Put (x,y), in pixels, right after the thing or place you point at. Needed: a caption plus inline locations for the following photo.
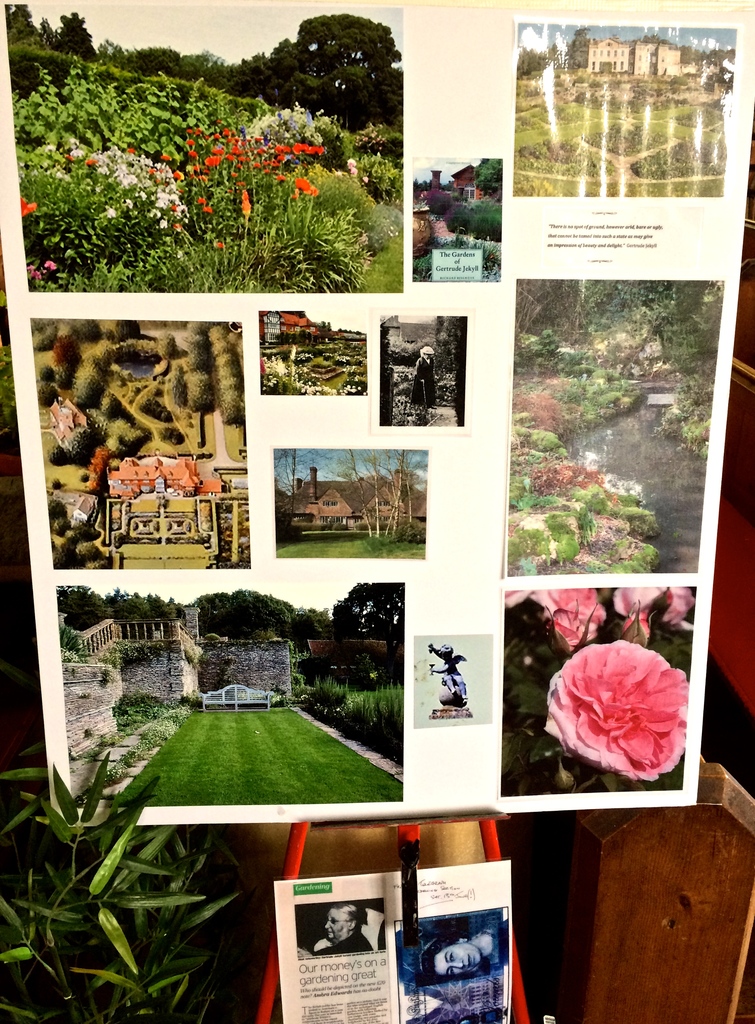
In this image we can see pictures (536,483) are posted to the white color board (458,536). At the bottom of the image (419,1015) one plant (170,942) and picture (370,964) is there. Right bottom of the image (664,903) wooden thing (666,915) is present.
